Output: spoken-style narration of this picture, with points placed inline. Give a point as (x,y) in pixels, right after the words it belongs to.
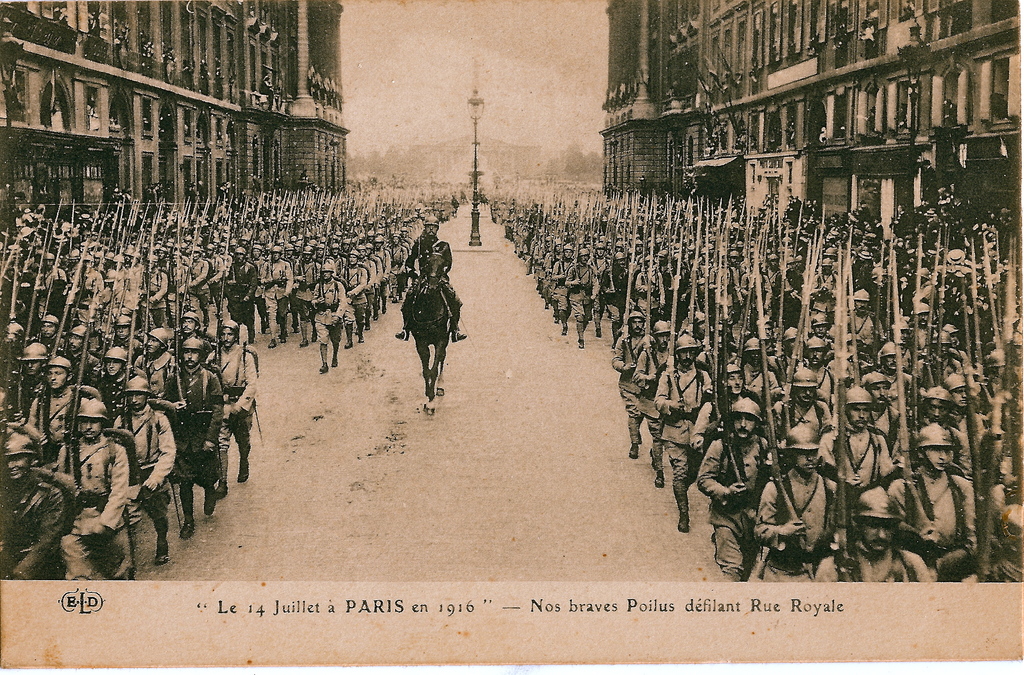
In this image I can see the photograph of few people (247,477) holding the weapons (726,395). To the side of these people (232,381) I can see the buildings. I can see one person (423,270) sitting on an animal (423,300). In the background (473,174) I can see the pole (477,140) and the sky (396,126).
